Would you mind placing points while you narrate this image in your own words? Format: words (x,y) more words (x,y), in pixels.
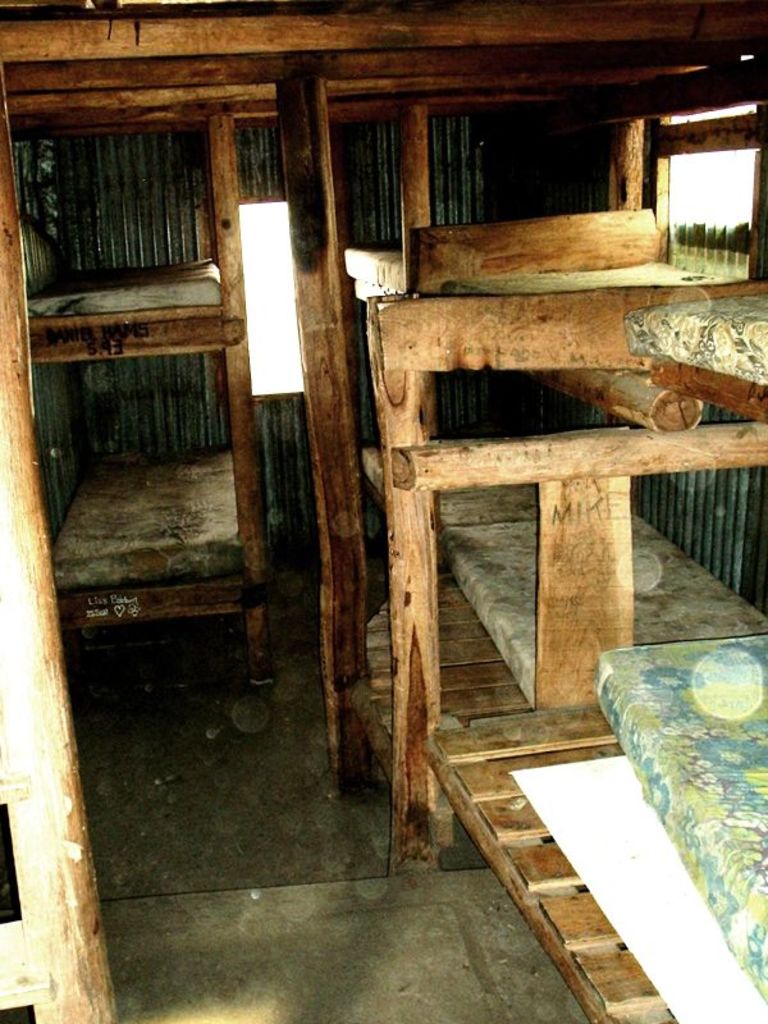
In this picture, we see a cot (571,716) and wooden poles (449,473). In the right top of the picture (692,166), we see a window (714,232). This picture might be clicked in the wooden shed (293,70).
